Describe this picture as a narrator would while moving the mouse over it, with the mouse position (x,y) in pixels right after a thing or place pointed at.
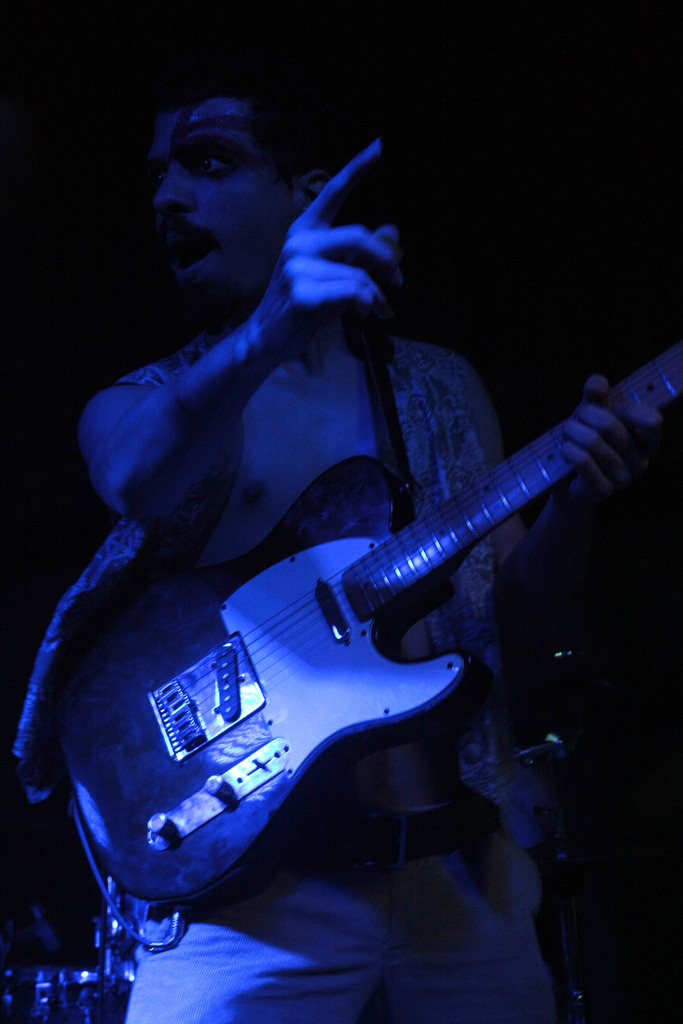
In the middle of the image (437,368) a man (492,587) is standing and holding a guitar (128,632).
